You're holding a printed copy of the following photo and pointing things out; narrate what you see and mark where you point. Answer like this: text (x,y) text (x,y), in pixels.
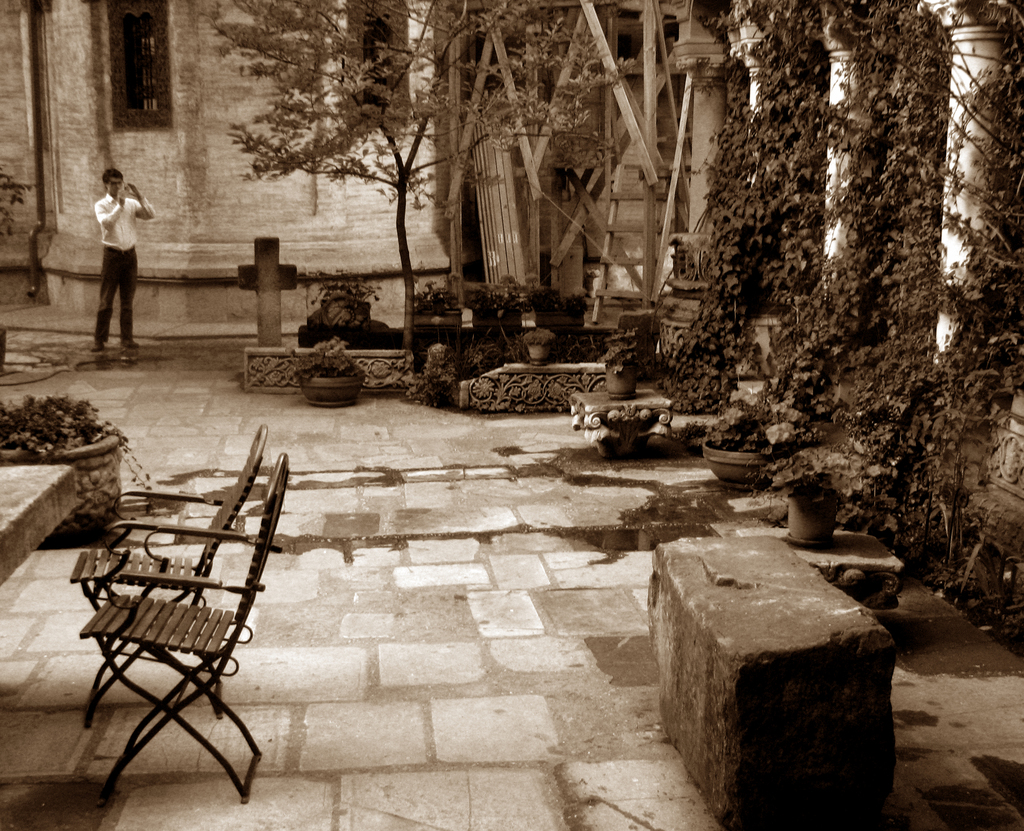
In this image we can see one building (313,200), some pillars (956,108), some pots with plants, one cross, one object (57,477) on the left side (14,541) looks like a table (19,477), two chairs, some trees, some plants (693,426) on the ground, one object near the pillar (706,156) looks like a ladder (607,151), one small pillar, one man (153,208) standing and holding one object (123,183) looks like a camera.
